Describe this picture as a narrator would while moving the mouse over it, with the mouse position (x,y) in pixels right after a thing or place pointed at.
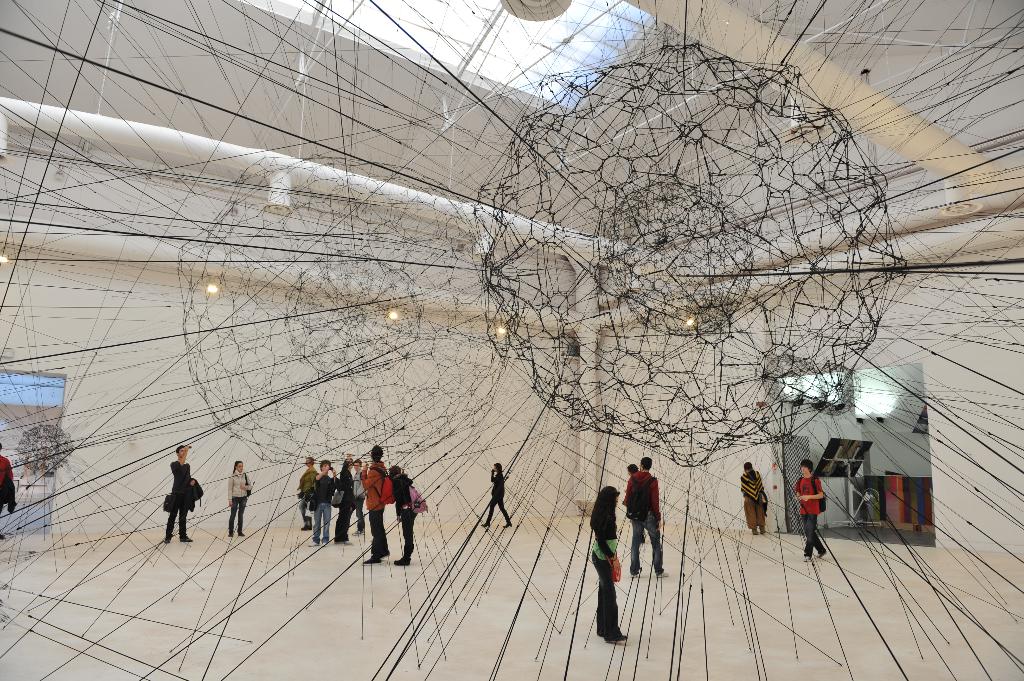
In this image in the front (611,579) there is a woman (601,563) standing and in the center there are persons (363,475) walking and standing. In the background (829,463) there is a board (834,459) which is black in colour and there are black colour objects (387,257) on the top (563,201) which are visible.
